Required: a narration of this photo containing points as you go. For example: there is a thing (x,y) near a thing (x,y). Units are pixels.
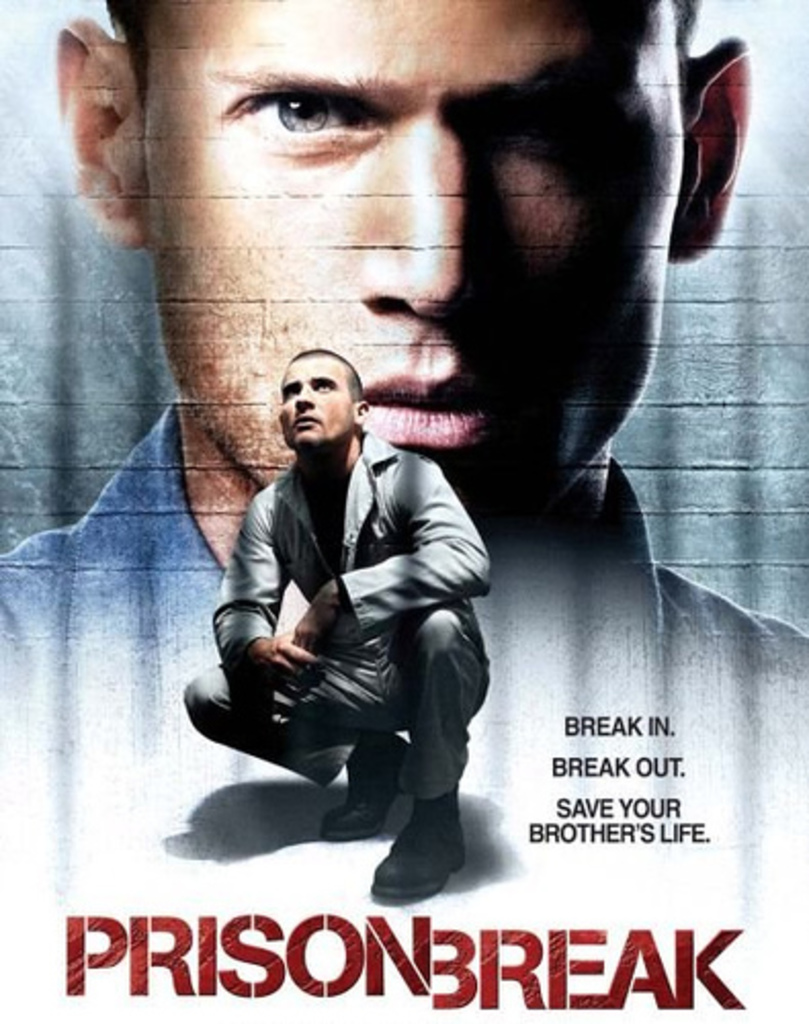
In this image we can see a poster (358,185) with two persons (383,203) and some text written on it.
